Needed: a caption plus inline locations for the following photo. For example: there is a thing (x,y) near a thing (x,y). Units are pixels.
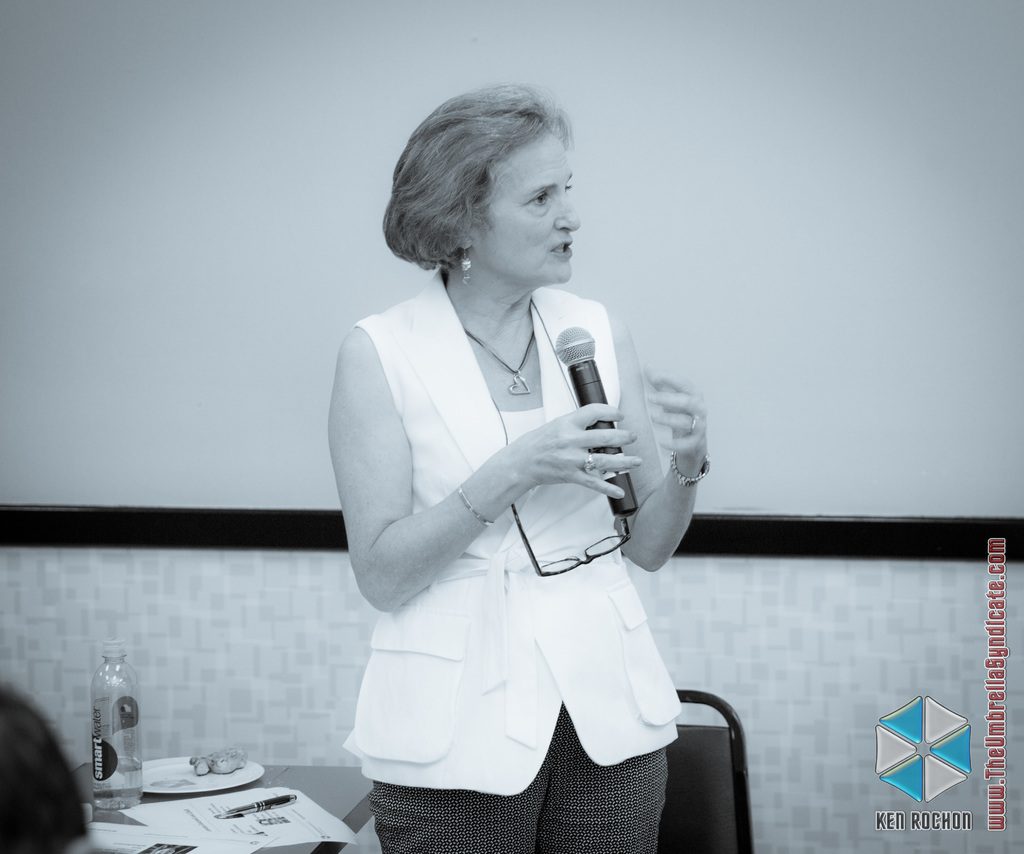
In this image I can see a woman (402,838) who is standing and she is holding a mic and there is table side to her. In the background (871,674) I can see the chair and the wall (864,663).
